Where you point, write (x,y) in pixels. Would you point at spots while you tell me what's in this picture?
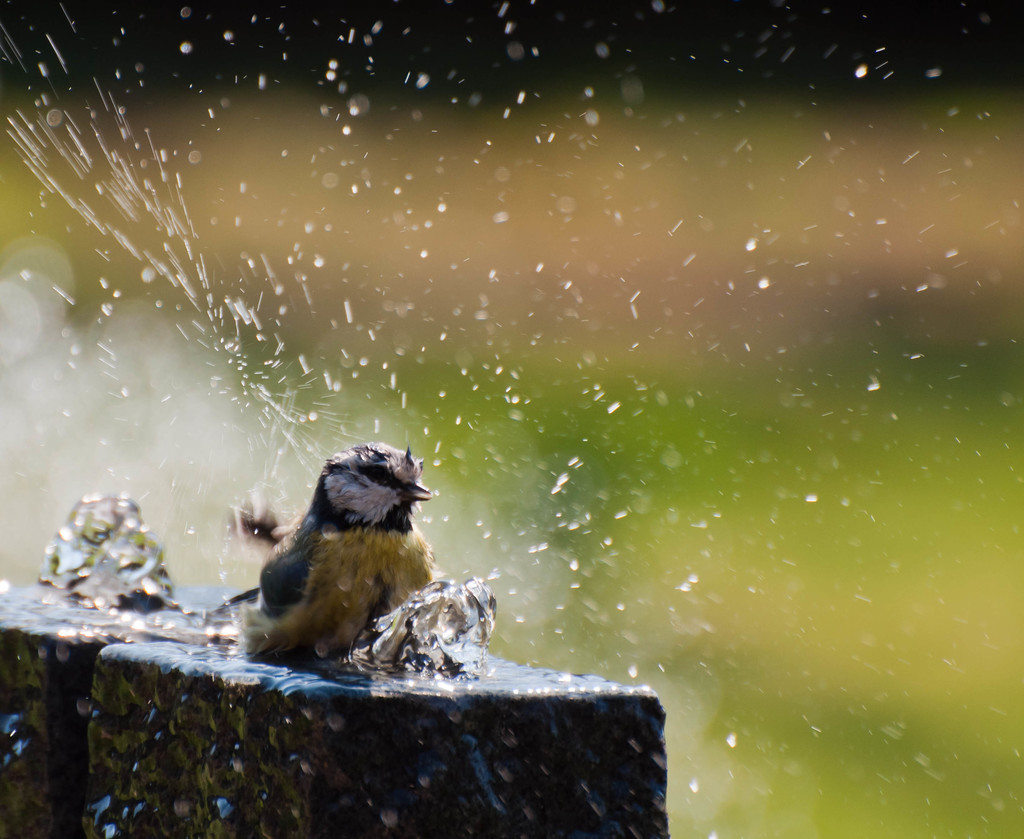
In this picture we can see a bird (333,494) and water (475,624), we can see blurry background (809,465).
